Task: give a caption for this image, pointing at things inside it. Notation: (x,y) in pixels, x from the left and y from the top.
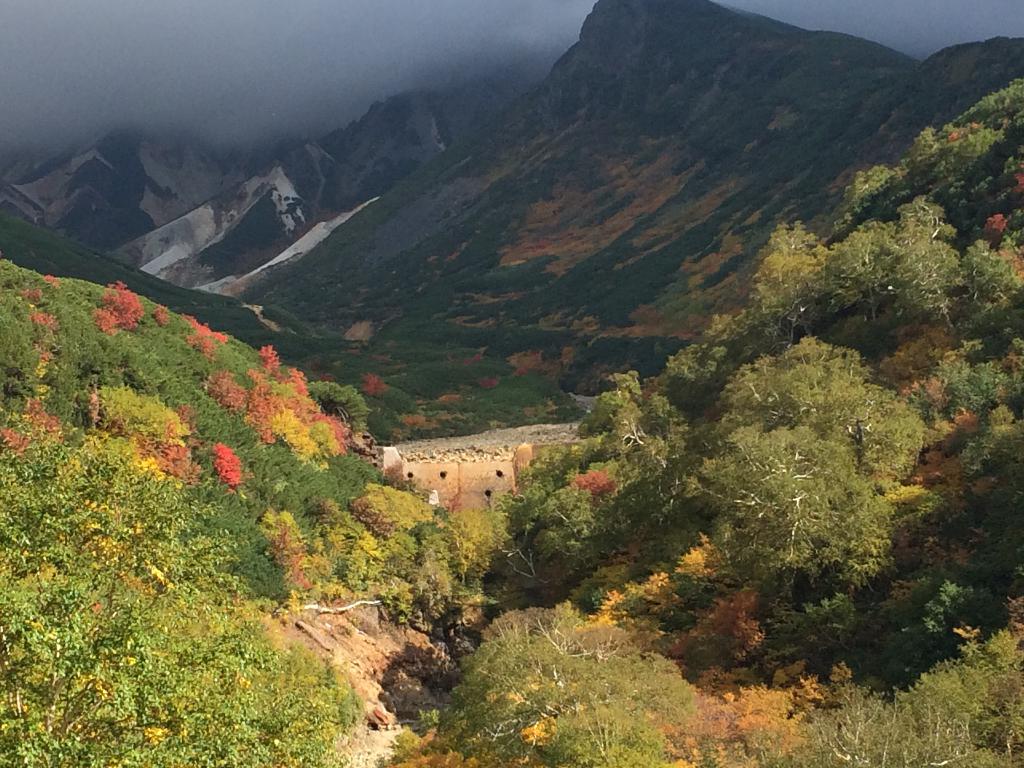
In the image we can see the ground (246,515) is covered with grass (200,396) and there are plants (340,572) and there are lot of trees (521,527). Behind there are mountains (556,188).
